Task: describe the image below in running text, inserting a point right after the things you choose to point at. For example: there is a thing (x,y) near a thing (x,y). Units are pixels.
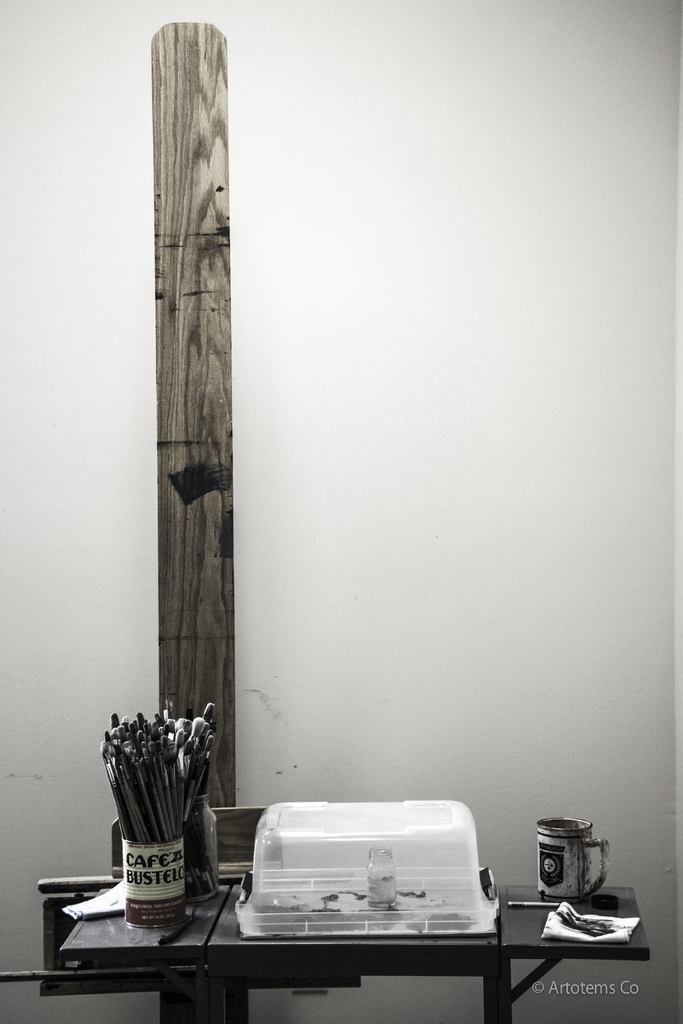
In this picture I can see brushes (153,776) in the cup (156,871) and I can see a box (455,931) and another cup (580,890) on the table (465,938) and I can see text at the bottom right corner of the picture (581,991) and I can see a wooden plank (196,352) and a plain background (241,472).
